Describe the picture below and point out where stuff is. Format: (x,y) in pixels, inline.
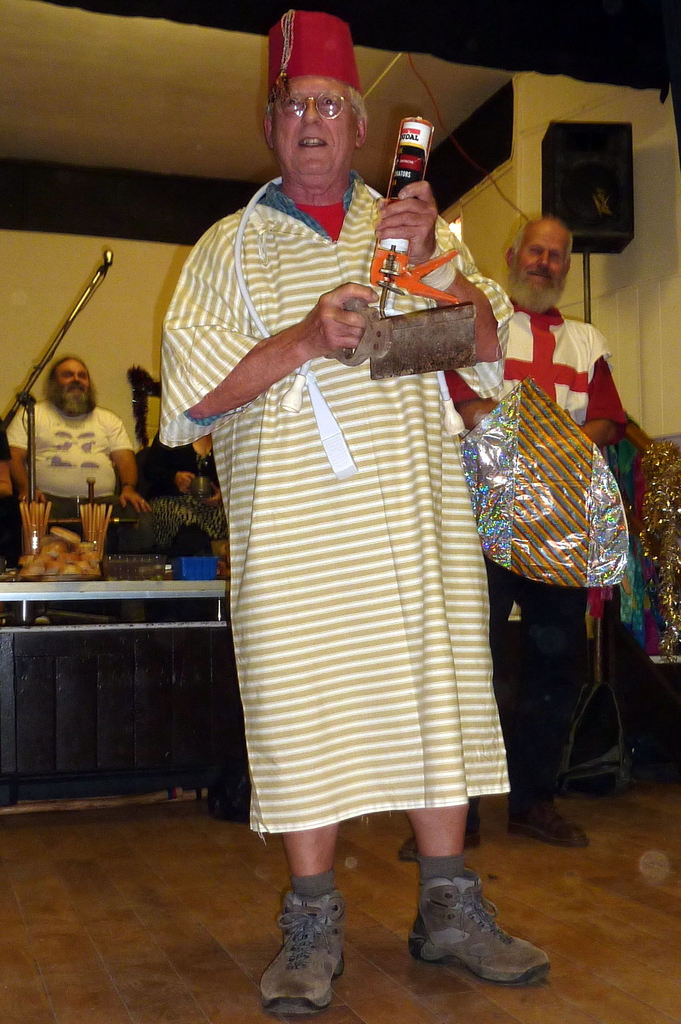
In this image we can see a few people (362,386) in a room (468,140), a person (436,466) is holding an object (419,313), there is a table (164,582) and a few objects (86,577) on the table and there is a speaker (602,160).
